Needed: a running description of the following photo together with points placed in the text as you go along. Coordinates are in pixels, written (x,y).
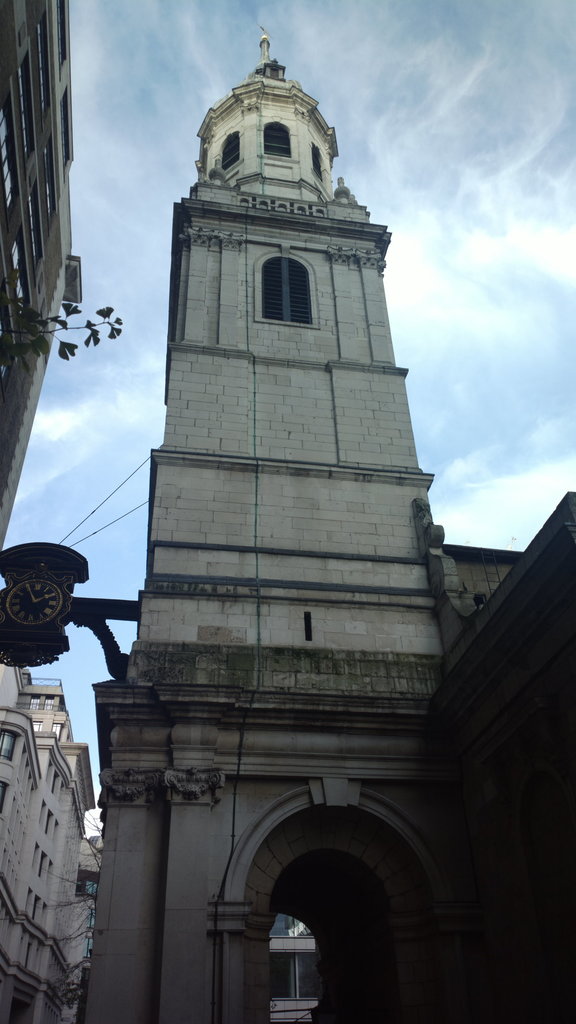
In the foreground (541,526) I can see buildings (163,861) and towers (361,565). In the background (472,453) I can see the sky (98,255). This image is taken during a day.
